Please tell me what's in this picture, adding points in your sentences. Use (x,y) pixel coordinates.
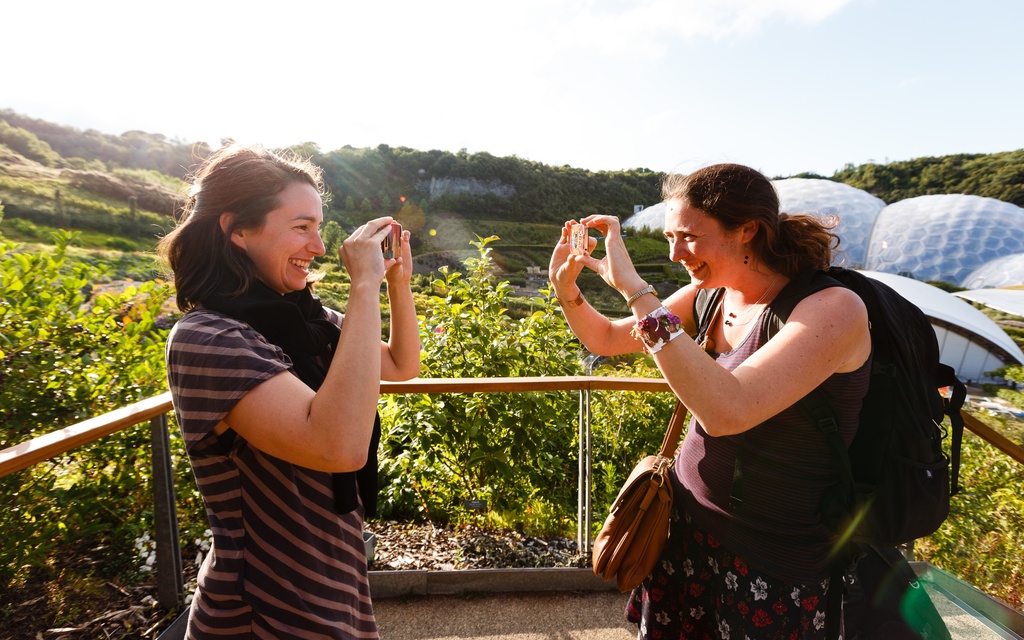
In this image I can see on the left side (239,391) a woman (291,452) is standing and holding the mobile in her hands (398,276), she is smiling. On the right side (840,341) another woman (790,364) is also doing the same thing, she wore handbag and black color bag (887,416). There are trees (151,349) in the middle (457,321), on the right side (1020,219) there are white color plastic things (937,277). At the top (563,88) it is the sky (484,87).
